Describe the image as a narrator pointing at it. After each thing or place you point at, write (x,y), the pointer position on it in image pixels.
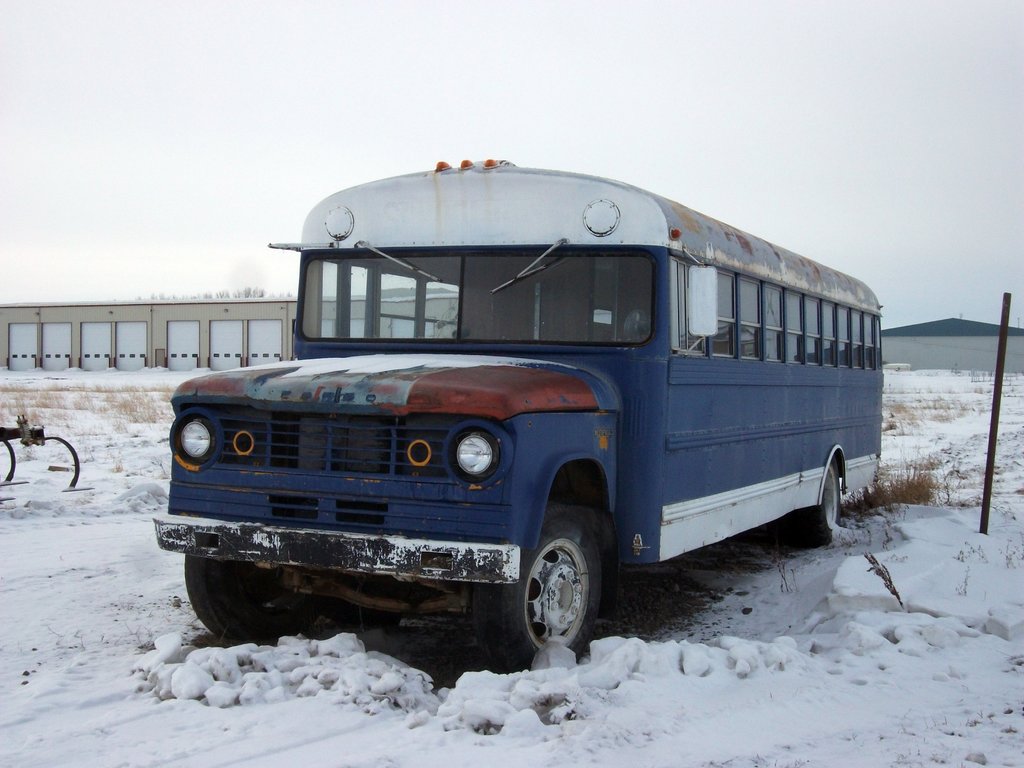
In the picture I can see a blue color bus (232,553) on the road (109,613). Here we can see the road (45,668) is covered with snow (926,719). In the background (1009,343), I can see a house (59,303) and the plain sky (280,134).
